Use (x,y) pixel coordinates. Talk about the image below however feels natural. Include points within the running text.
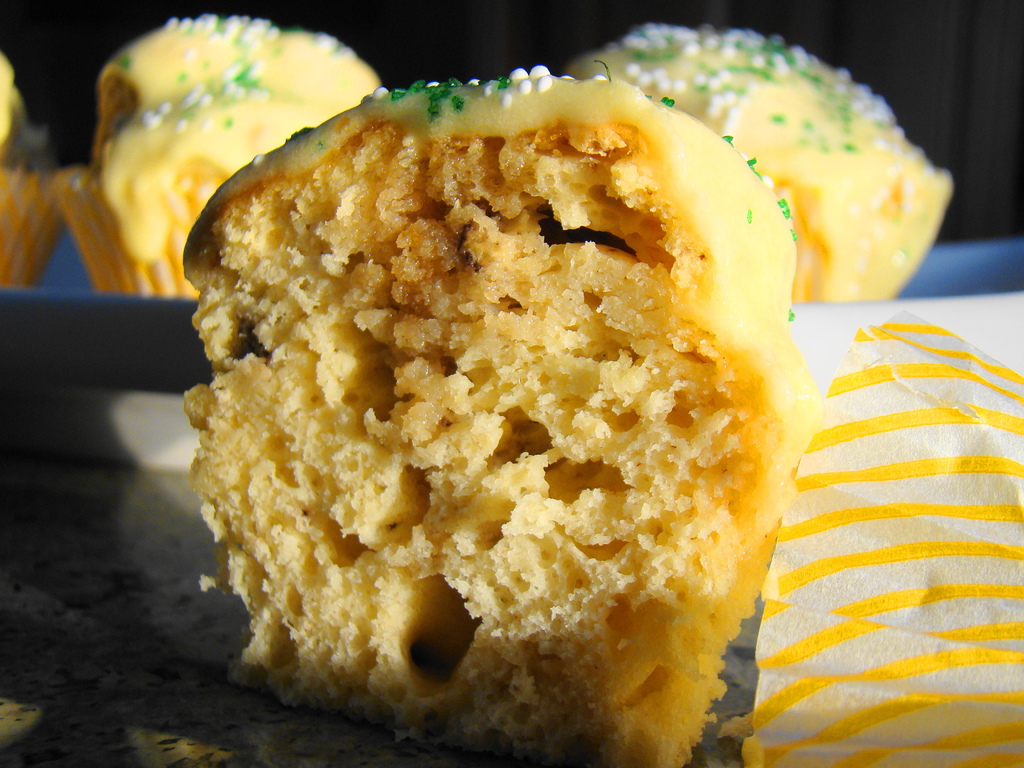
In this image we can see some cupcakes (286,286) which are of yellow color.
